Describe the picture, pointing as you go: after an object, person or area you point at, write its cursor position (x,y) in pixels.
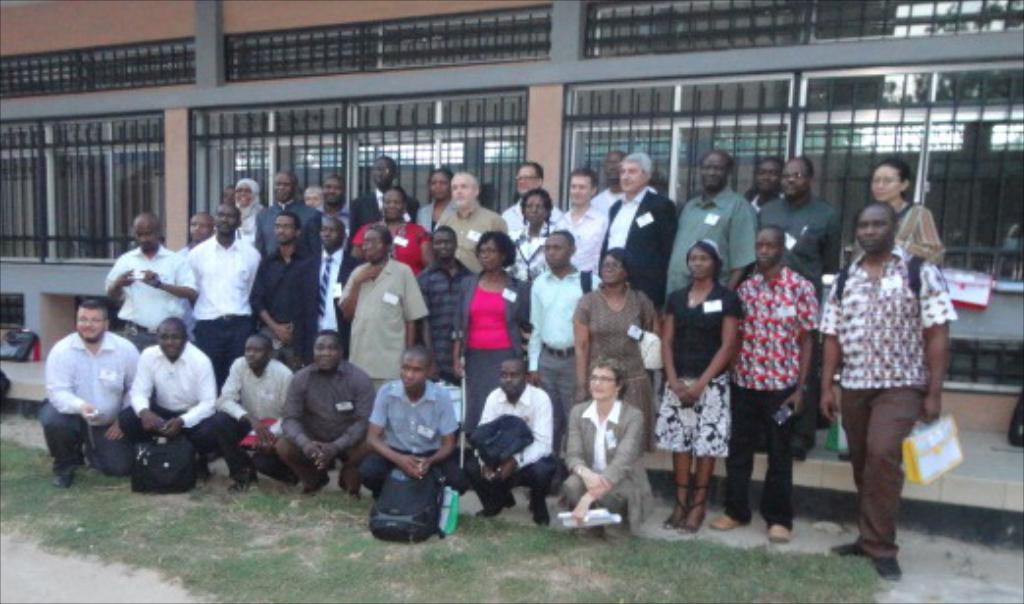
In the center of the image (433,288) we can see a few people (608,235) are in different costumes (632,415). Among them, we can see a few people (262,369) are holding some objects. At the bottom of the image (458,582), we can see the grass (408,578). In the background (60,78) there is a building (676,160) and a few other objects (972,305).
